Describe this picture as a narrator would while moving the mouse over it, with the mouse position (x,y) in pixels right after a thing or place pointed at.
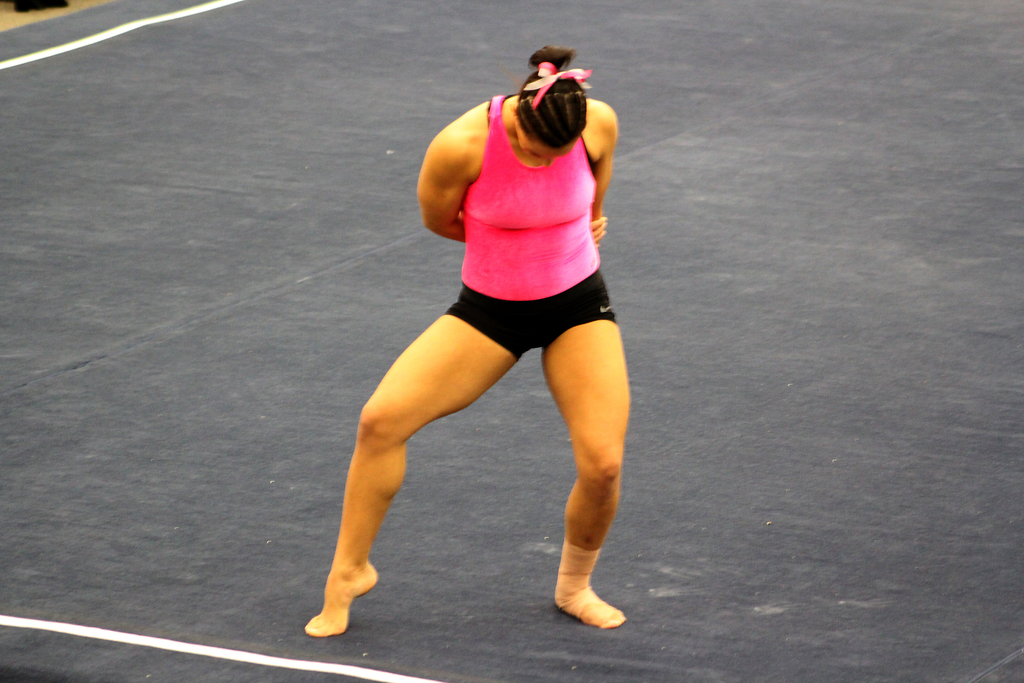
In this image I see a woman (516,226) who is wearing pink top (533,228) and black shorts (523,308) and she is on the path (419,262) which is of black in color and I see the white lines (283,660).
